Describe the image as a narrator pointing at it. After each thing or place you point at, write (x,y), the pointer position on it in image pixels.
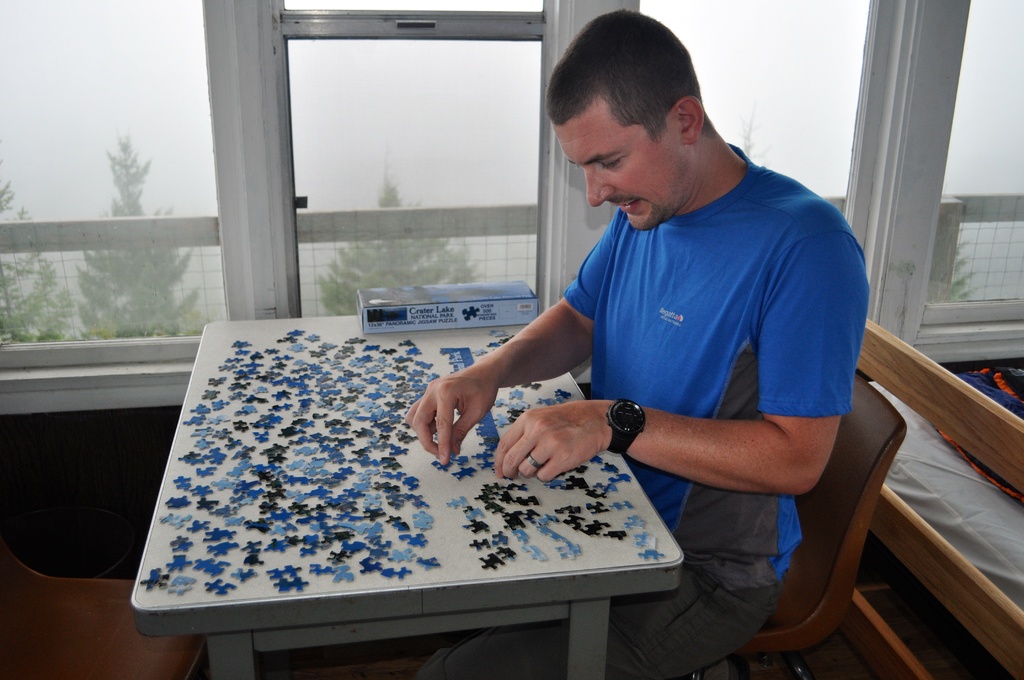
In this picture I can see there is a man (730,408) sitting and he is solving a puzzle (319,445) and there are pieces of puzzle (359,494) placed on the table (299,527) and there is a window (269,132) here and trees (171,299) are visible from the window (264,264).
